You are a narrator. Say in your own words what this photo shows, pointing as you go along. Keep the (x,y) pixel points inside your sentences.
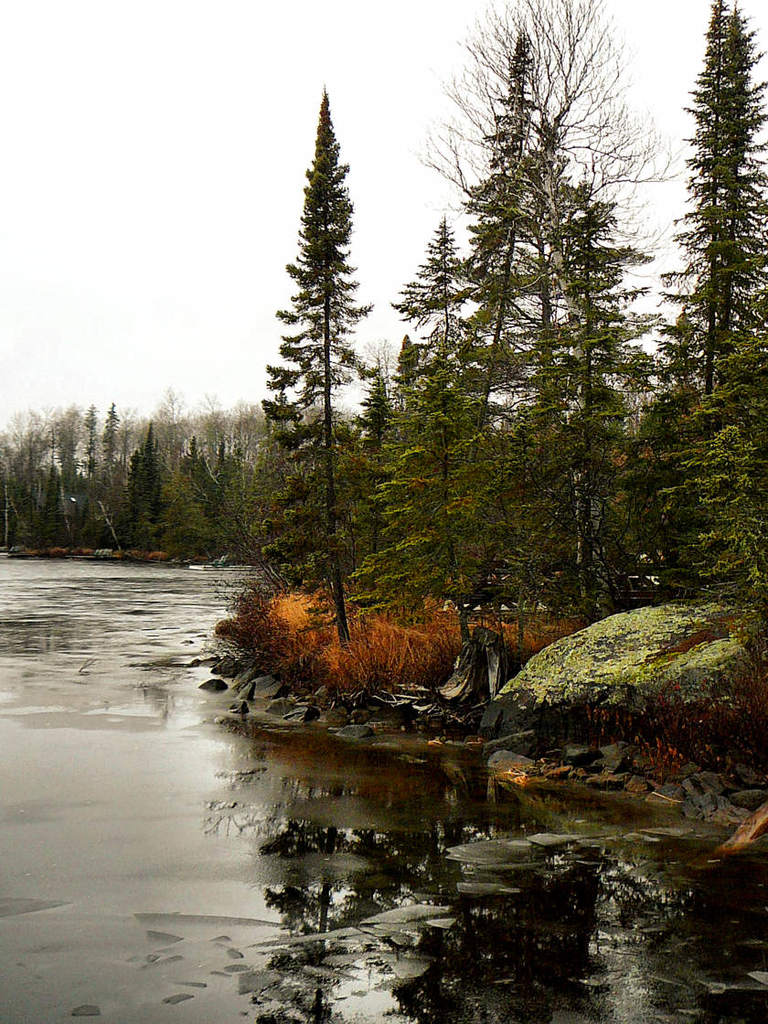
In the picture there is a water surface (208,642) and around the water surface (99,750) there are many trees (477,548).
